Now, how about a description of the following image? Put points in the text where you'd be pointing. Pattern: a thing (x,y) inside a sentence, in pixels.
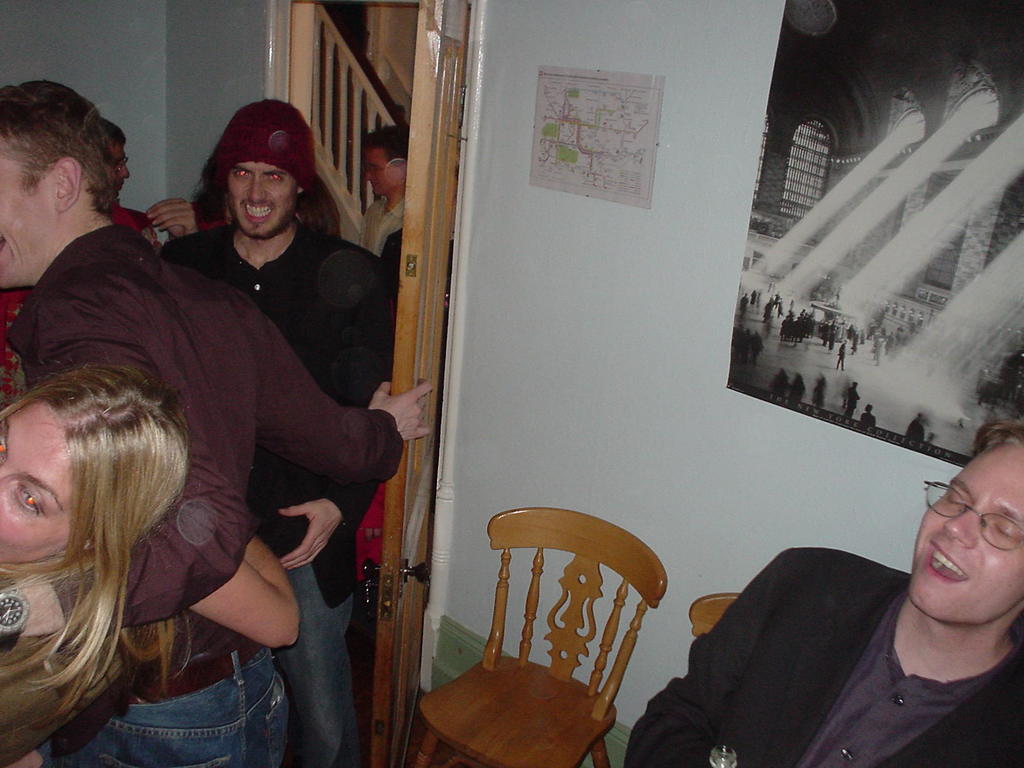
In this image I see people (14,739) who are standing and I also see that these both are smiling. In the background (701,585) I see the door (422,49), a photo (931,13) and a paper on the wall (700,243), 2 chairs (653,576) and a bottle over here.
